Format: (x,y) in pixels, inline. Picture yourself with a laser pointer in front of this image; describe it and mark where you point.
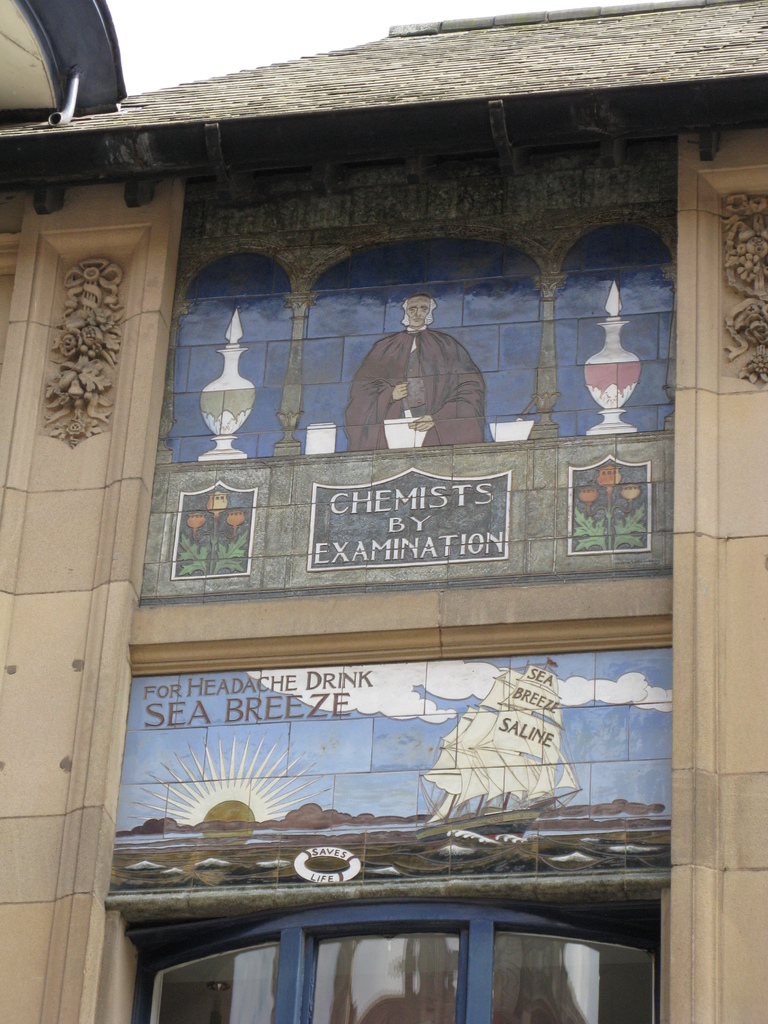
In this picture I can see there is a building (479,345) and it has a picture (388,545) of a man (354,451) and there is something written on it. The sky (173,37) is clear.
